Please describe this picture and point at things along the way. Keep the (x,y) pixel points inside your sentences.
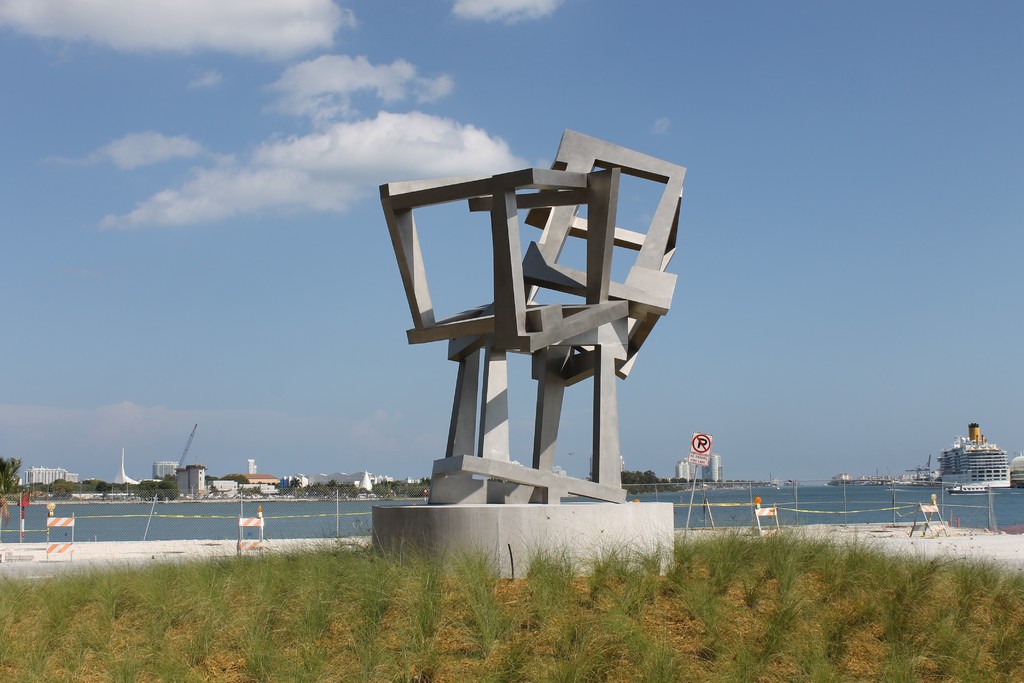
In this image I can see the concrete structure (559,342) and the grass (625,613). To the side I can see the fence (210,520), sign board (694,438) and the water (673,496). In the background (396,489) I can see the buildings (681,467), trees (298,489), clouds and the sky (610,24).
